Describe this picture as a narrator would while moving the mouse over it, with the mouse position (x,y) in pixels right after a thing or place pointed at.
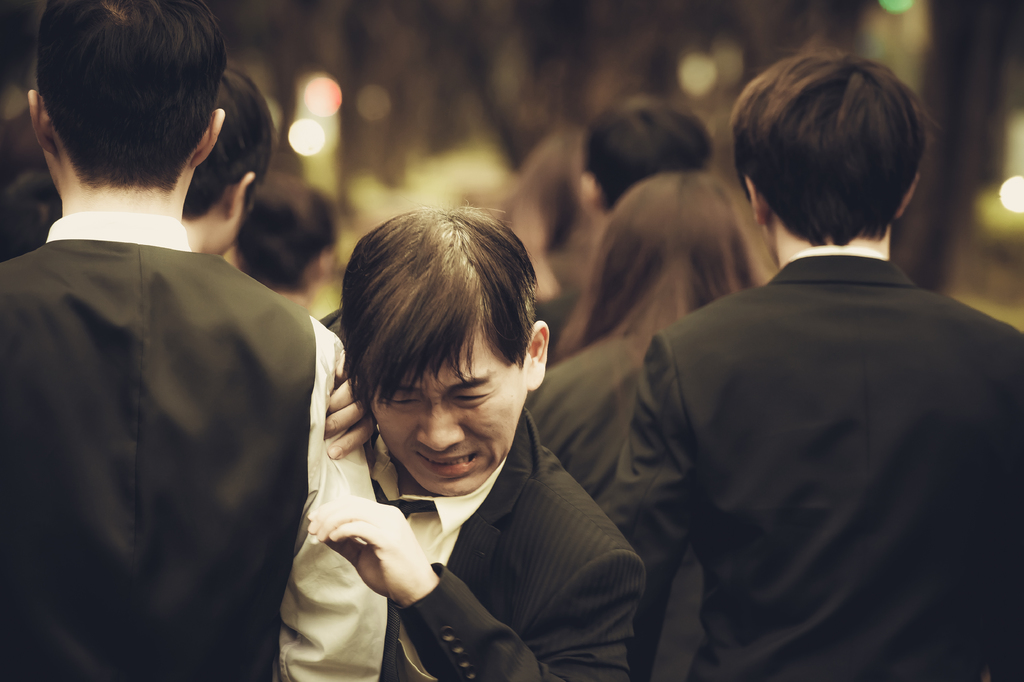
In the picture we can see all people (980,320) are going and one man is pushing them and coming they all are in blazers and shirts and in the background (740,83) we can see some trees (415,111) which are not clearly visible.
